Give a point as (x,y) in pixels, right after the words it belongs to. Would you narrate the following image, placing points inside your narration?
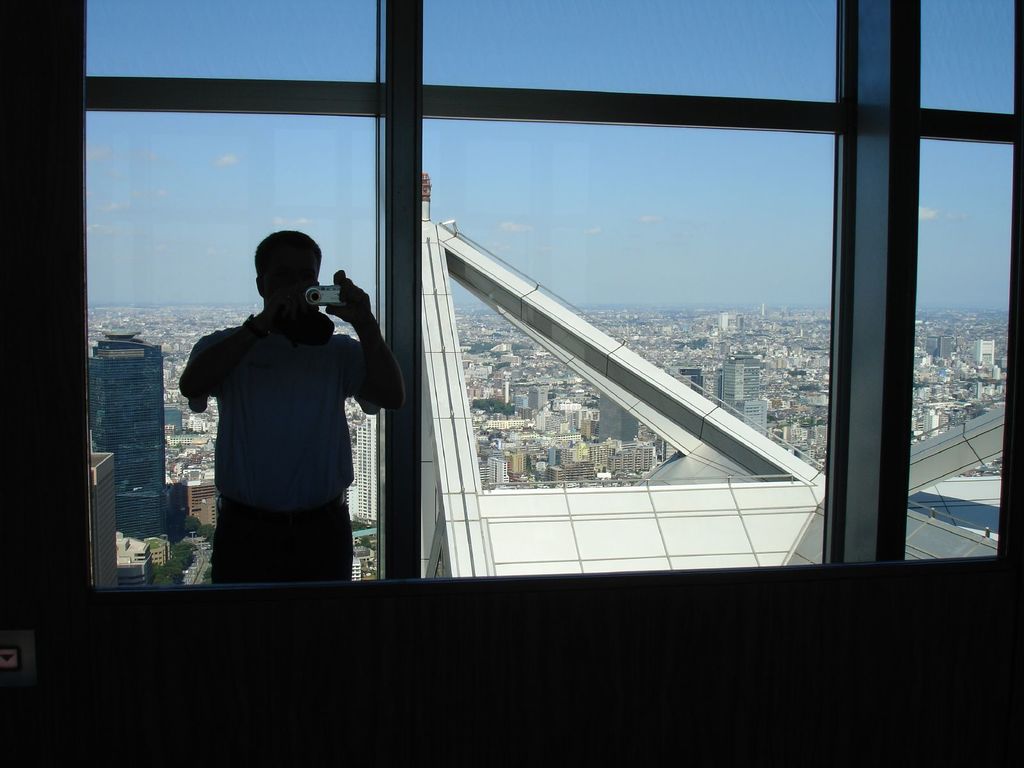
There is a mirror (276,353) in the middle of this image (650,509). We can see the reflection (298,362) of a person (310,358) holding a camera (325,303), and some buildings (522,449) in the middle of this image (489,324), and there is a wall (366,679) in the background (89,651).
